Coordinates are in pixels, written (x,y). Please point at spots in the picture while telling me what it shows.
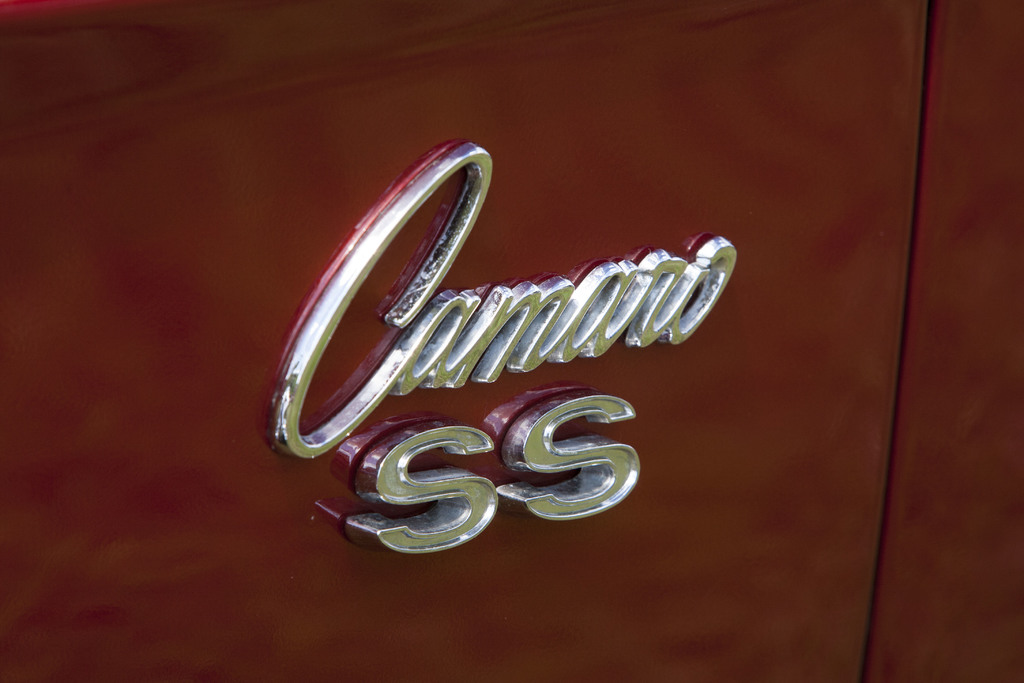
In the middle of this image (437,375), there are silver color letters (618,415) on the surface (592,249) of an object (219,206). And the background (782,184) is brown in color.
